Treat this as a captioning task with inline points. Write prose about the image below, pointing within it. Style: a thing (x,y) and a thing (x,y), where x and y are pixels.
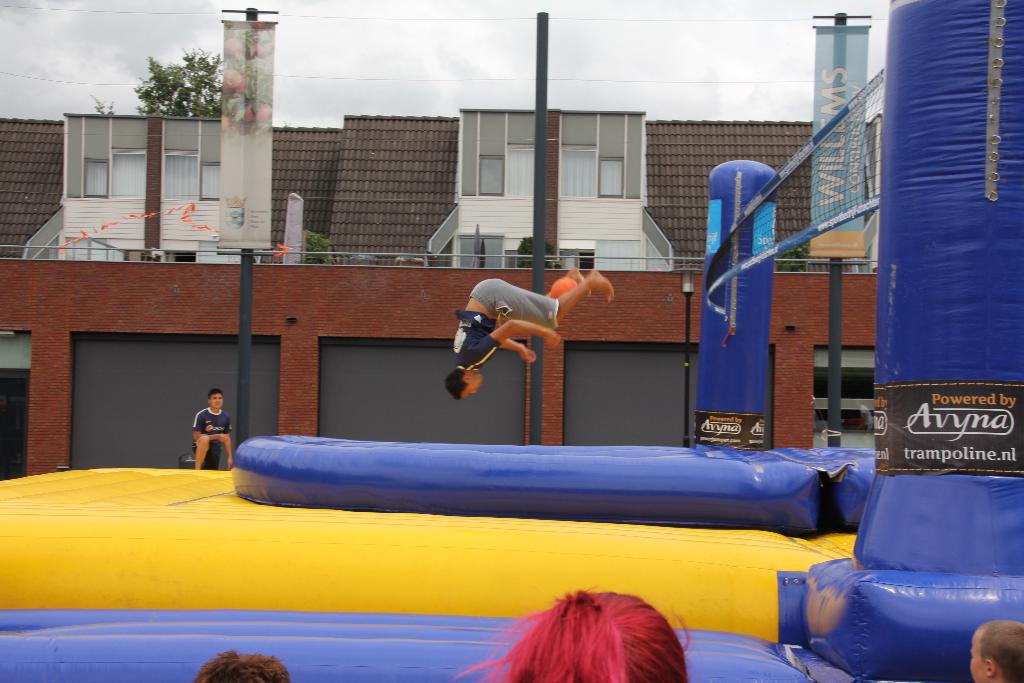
In this image we can see some persons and inflatable object (635,483). In the background of the image (573,347) there are building (697,282), poles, trees (199,84) and other objects (814,247). At the top of the image (82,52) there is the sky (663,22) and cables (431,19). At the bottom of the image (1023,674) it looks like the persons (606,625).
